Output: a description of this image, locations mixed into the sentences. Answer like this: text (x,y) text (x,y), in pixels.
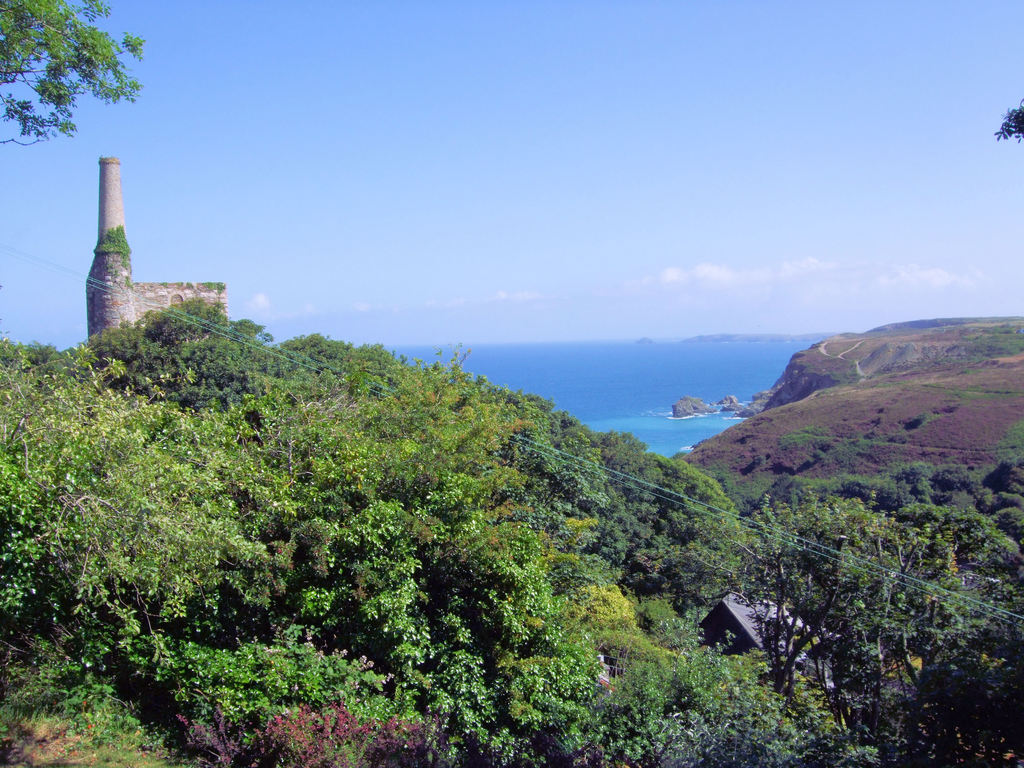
In this image, in the middle (497,468) there are trees (611,535), cables (806,539), hills (894,399), tower (117,173), house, wall (147,311), sea (580,395), stones (677,403), water (682,390), sky (675,333) and clouds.
